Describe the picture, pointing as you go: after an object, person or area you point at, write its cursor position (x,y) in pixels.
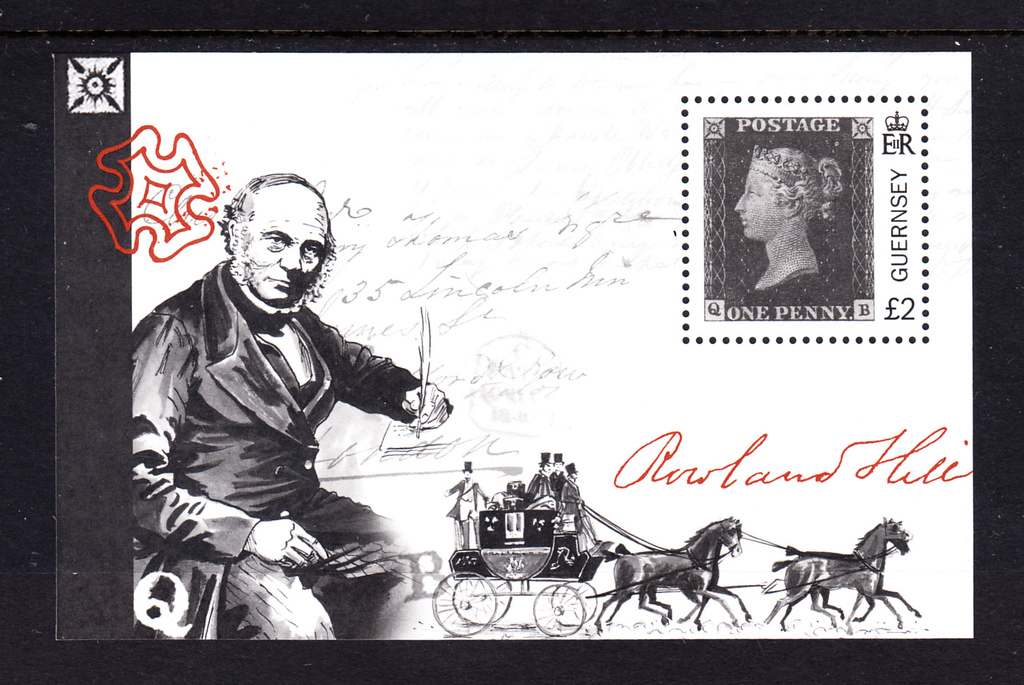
This is a black and white image. In this image we can see the picture (265,633) of a person (351,504) holding a feather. We can also see some people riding on a horse cart (565,569). On the right side (692,117) we can see a stamp (720,101) and some written words (398,288). We can also see a signature (710,460) and a stamp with a red ink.
